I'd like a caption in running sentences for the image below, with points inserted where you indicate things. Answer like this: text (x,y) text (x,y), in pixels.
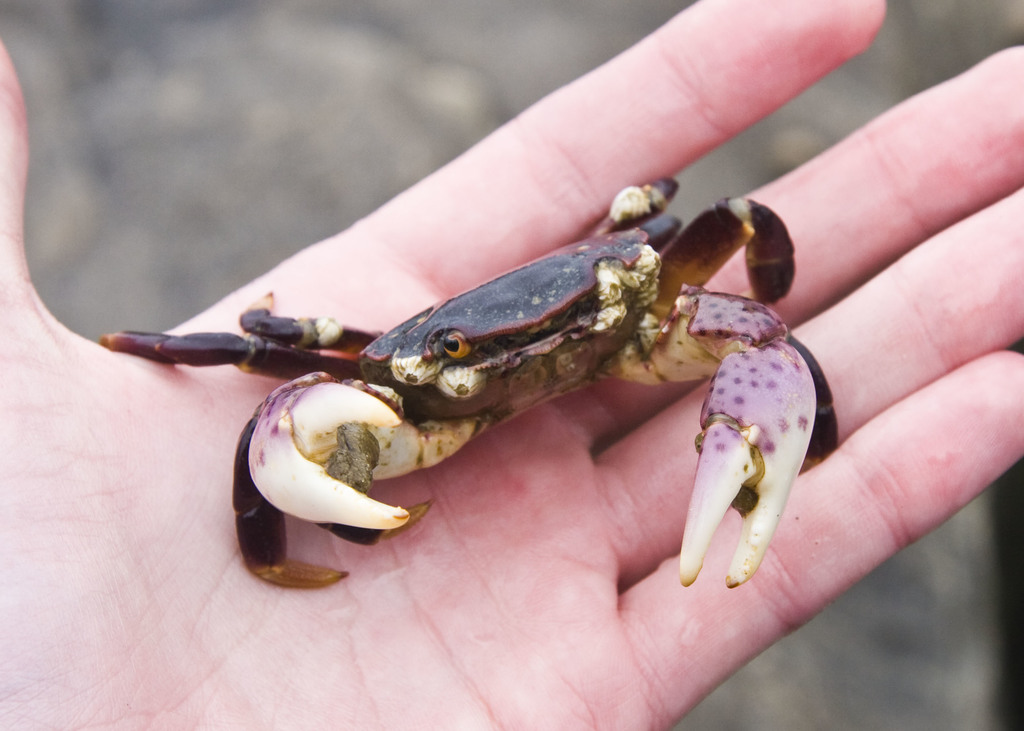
In this image in the foreground (229,419) there is one person (419,254) who is holding a crab (501,401), and the background (85,217) is blurred.
